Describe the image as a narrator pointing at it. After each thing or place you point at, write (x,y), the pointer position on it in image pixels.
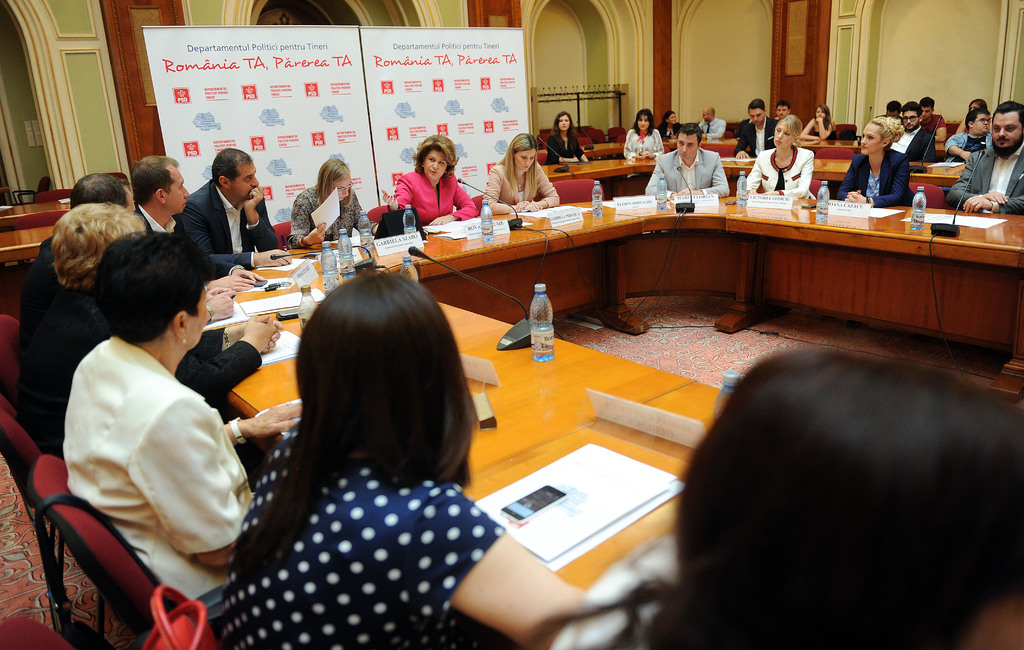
This picture shows a conference hall (575,203) in which many people (167,234) are sitting around a table (1005,214) in their chairs (948,191). On the table (475,481) there are some papers (594,480), files (603,489), name plates (631,404), mobiles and water bottles (547,325) here. Not everybody is having a microphone (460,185) in front of them. There are men (923,153) and women (452,439) in this group (717,495). In the background (189,91) there is a poster (321,97) on a wall (599,59) here.
